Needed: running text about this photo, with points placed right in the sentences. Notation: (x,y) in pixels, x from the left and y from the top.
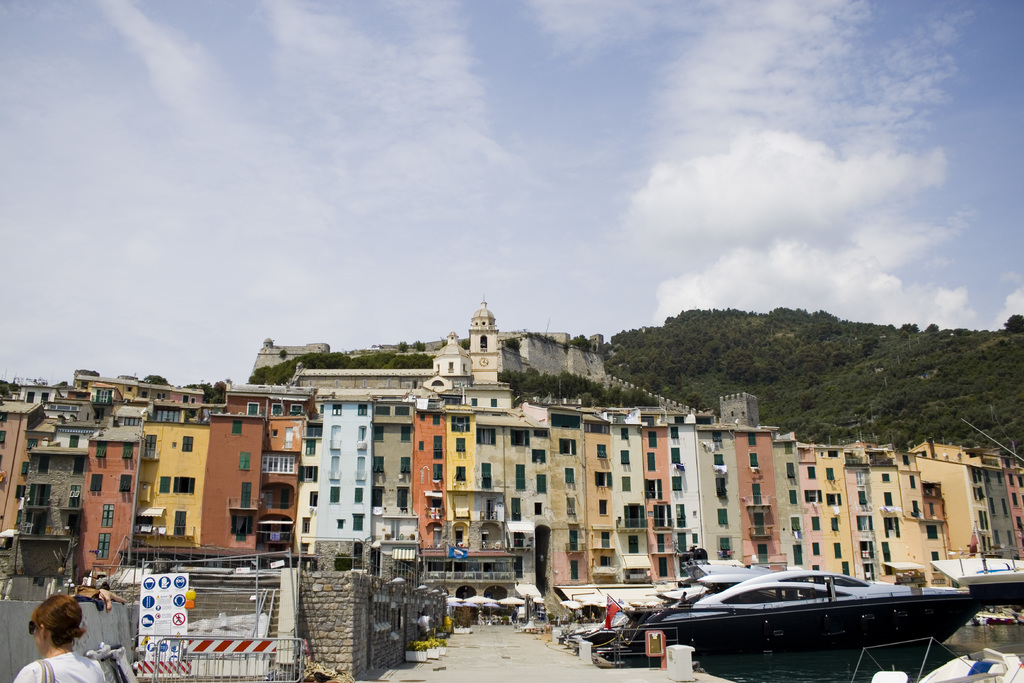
In this image, we can see buildings (556,505), trees (637,398), hills (849,418) and vehicles (700,595) and there is a person (59,631) wearing glasses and a bag (53,666) and there are some boards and some other objects (567,606) and there is water (997,626). At the top (528,184), there are clouds (498,189) in the sky (276,201).
